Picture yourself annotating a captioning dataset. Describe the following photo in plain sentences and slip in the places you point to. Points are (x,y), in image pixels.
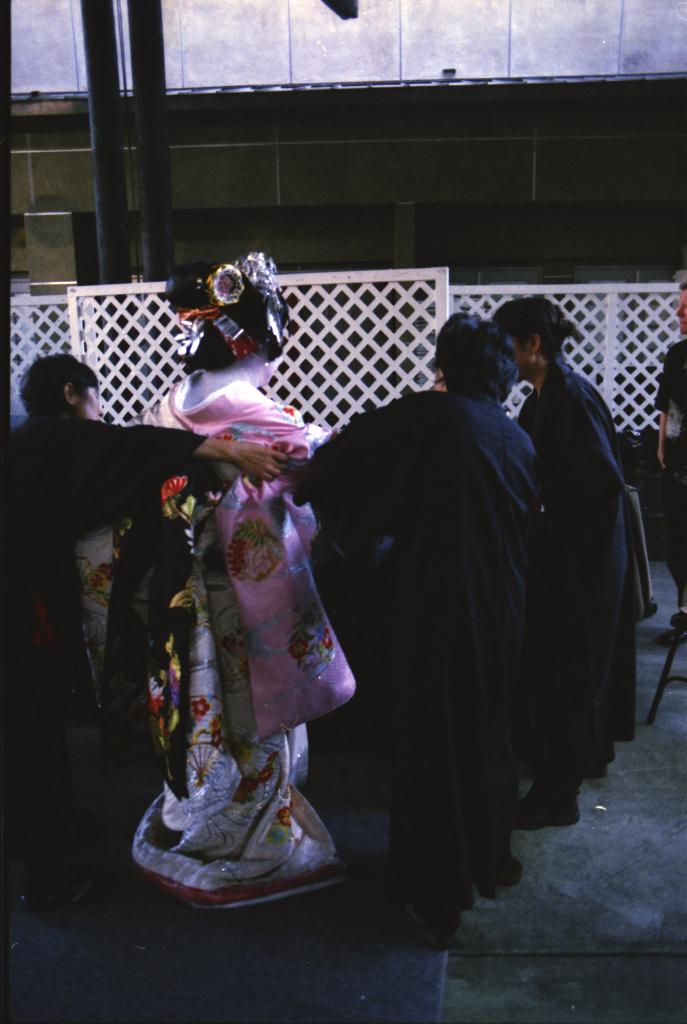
In this image we can see the persons (335,558) standing on the ground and there is the other person (216,486) in a costume (266,438). In front of them, we can see the fence (175,343), rods (116,198), pillars (113,136) and the wall (424,104).
